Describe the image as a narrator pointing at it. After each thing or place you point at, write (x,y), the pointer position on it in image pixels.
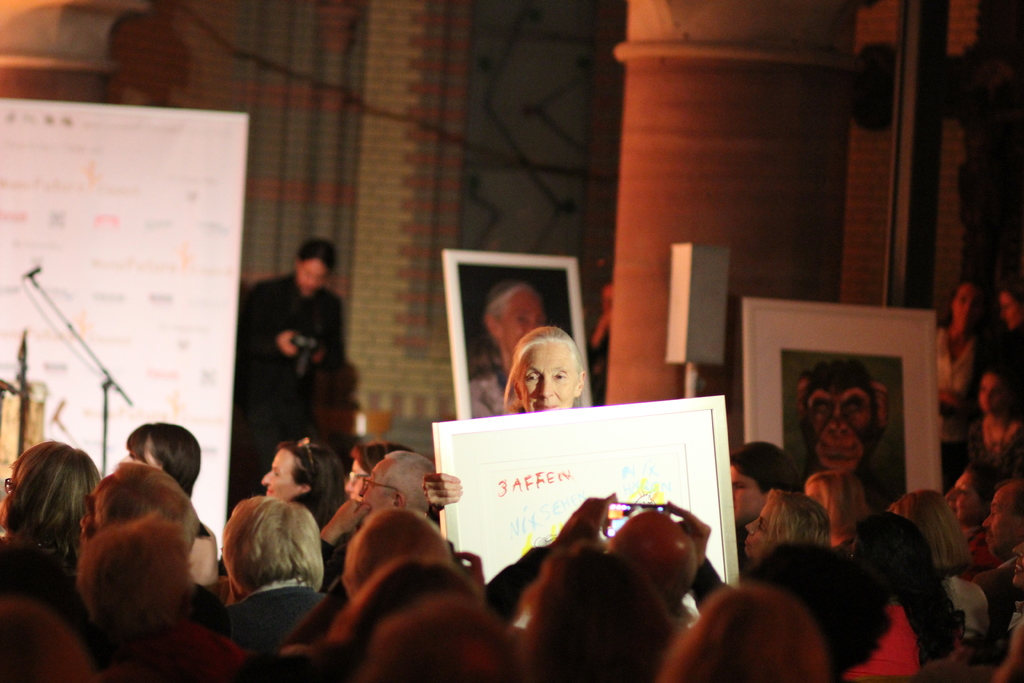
In this image there are many people (561,626). In the center (538,396) there is a woman (514,400) standing and holding a board (603,468) in her hand (434,486). In the background (383,90) there is a wall (448,99). To the right (707,112) there is a pillar (709,123). Near to the pillar (755,248) there is a board (815,332). On the board (848,398) there is a picture (856,424) of a monkey (842,442). To the left (27,281) there is a microphone (107,375). Behind it there is a board (117,187). Beside the board (201,401) there is a man (261,331) standing and holding a camera (306,358) in his hand (292,349).
